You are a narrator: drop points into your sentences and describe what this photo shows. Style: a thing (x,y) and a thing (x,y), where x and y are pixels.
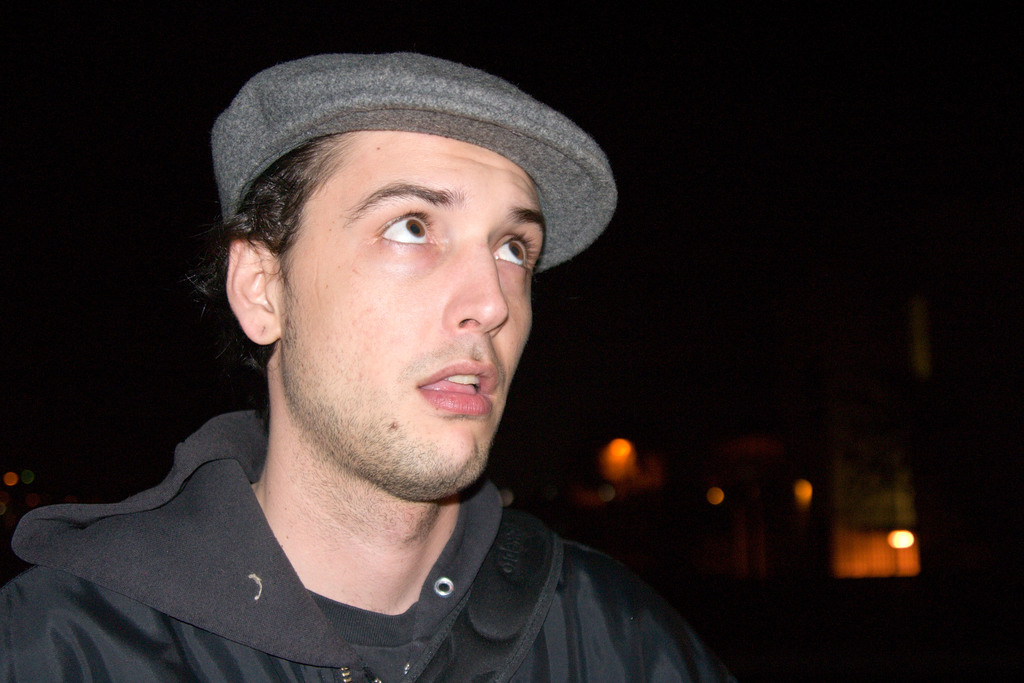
In this picture, we see the man (290,511) wearing the black jacket (251,509) is looking at something. He is wearing a grey cap (381,94). In the background (620,493), we see a building (853,532) and the street lights (900,542). In the background (697,241), it is black in color and this picture is clicked in the dark.
